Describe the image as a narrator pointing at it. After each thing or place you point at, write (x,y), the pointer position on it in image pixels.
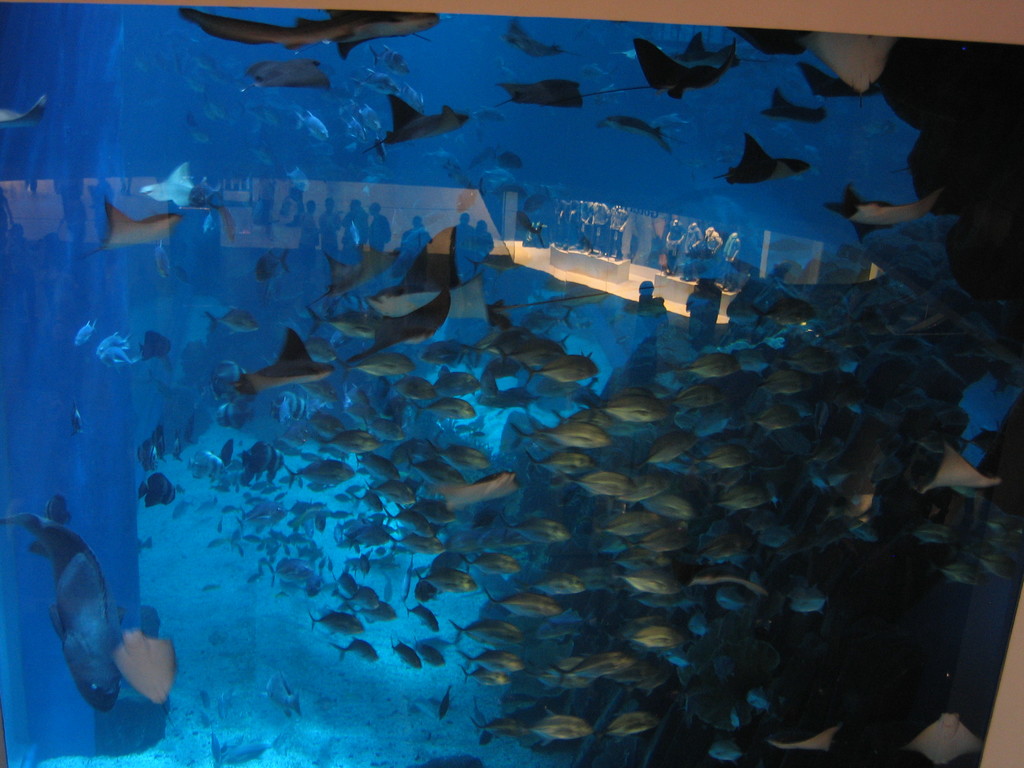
In this image there are so many fishes (473,345) in the water (372,483).
